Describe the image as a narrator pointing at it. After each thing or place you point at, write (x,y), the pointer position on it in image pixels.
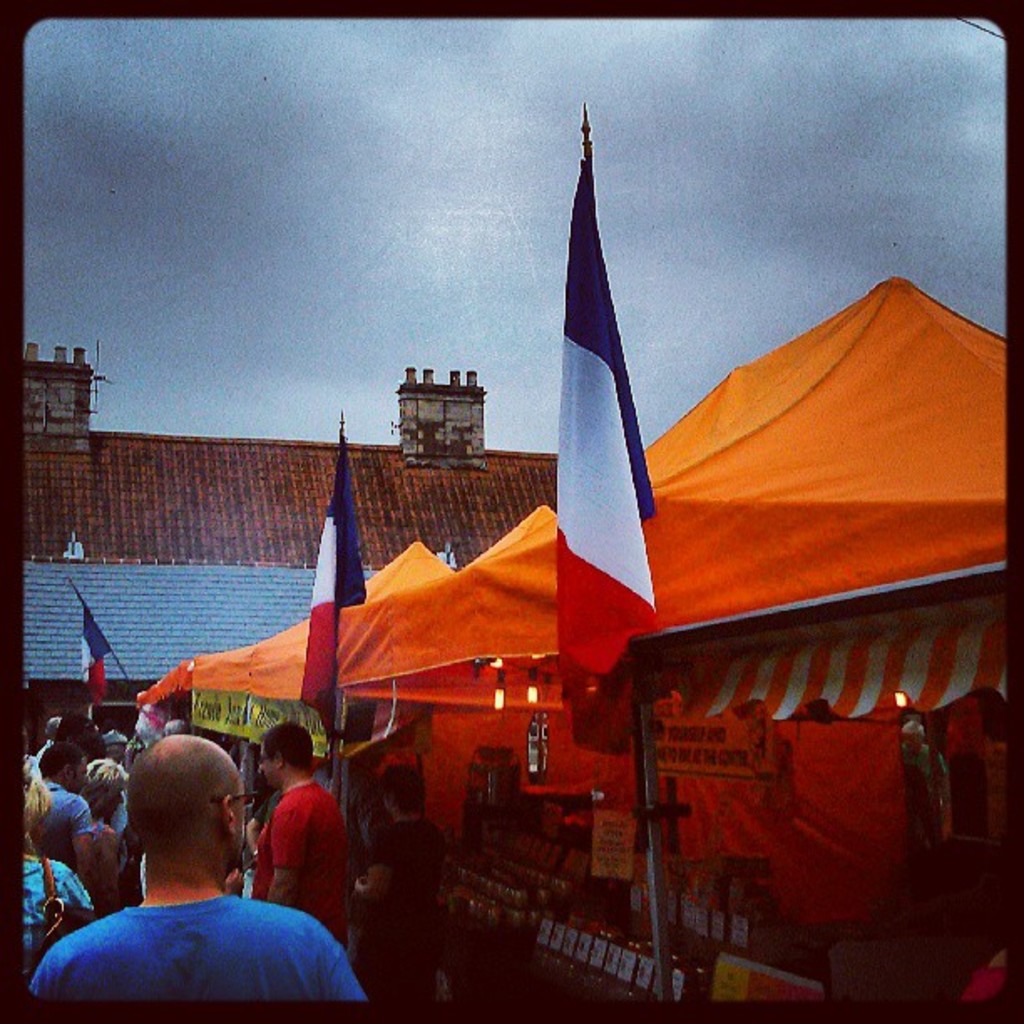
This is an edited picture. Borders (370,1017) of the image are in black color. In the background (443,118) we can see the sky (443,118) and rooftop (190,517). In this picture we can see flags (622,416), poles (644,773), stalls (804,577) and few objects (761,966). We can see the people (290,863). On the right side of the picture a man (922,773) is visible.
